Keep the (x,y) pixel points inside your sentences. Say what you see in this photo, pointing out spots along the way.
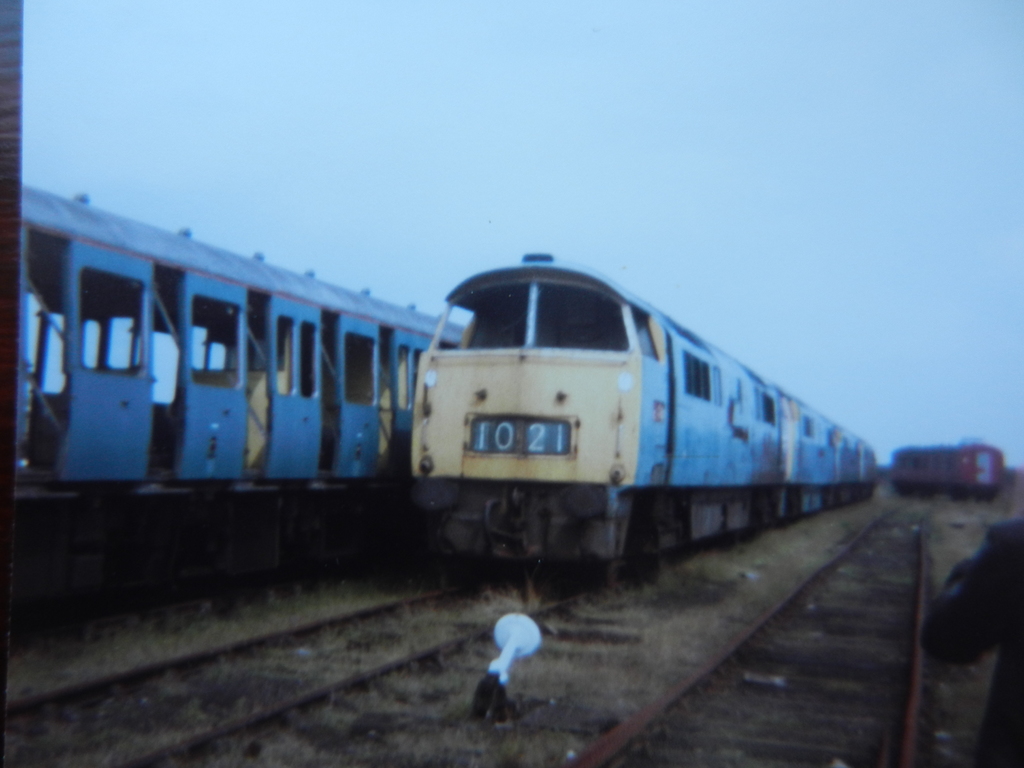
This picture consists of two trains (404,424) visible on track (758,663) and on the right side (967,471) I can see another train (968,473), at the top (572,102) I can see the sky (869,203), in the middle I can see an object (503,639) kept on floor (418,724).
